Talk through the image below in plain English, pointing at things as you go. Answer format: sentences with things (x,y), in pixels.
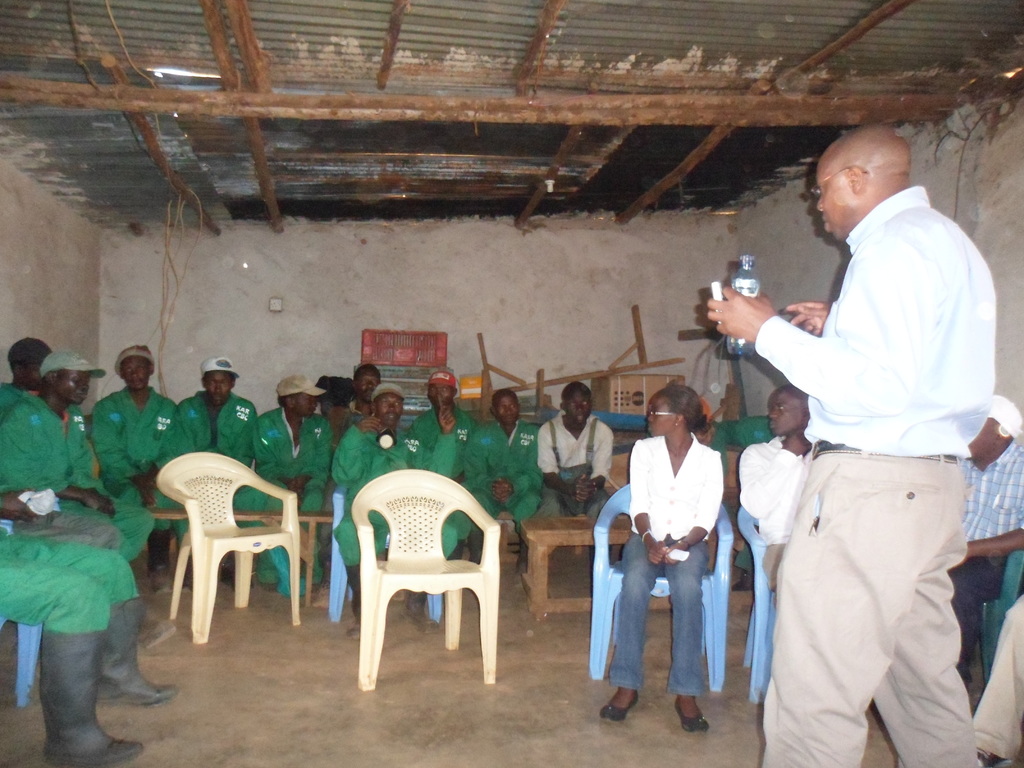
In this image i can see a group of people (261,466) are sitting on a chair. I can also see a man (914,388) is standing and holding a bottle (750,288) in his hand (748,302). I can also see there are few empty chairs (369,602) and a wall (294,292).
